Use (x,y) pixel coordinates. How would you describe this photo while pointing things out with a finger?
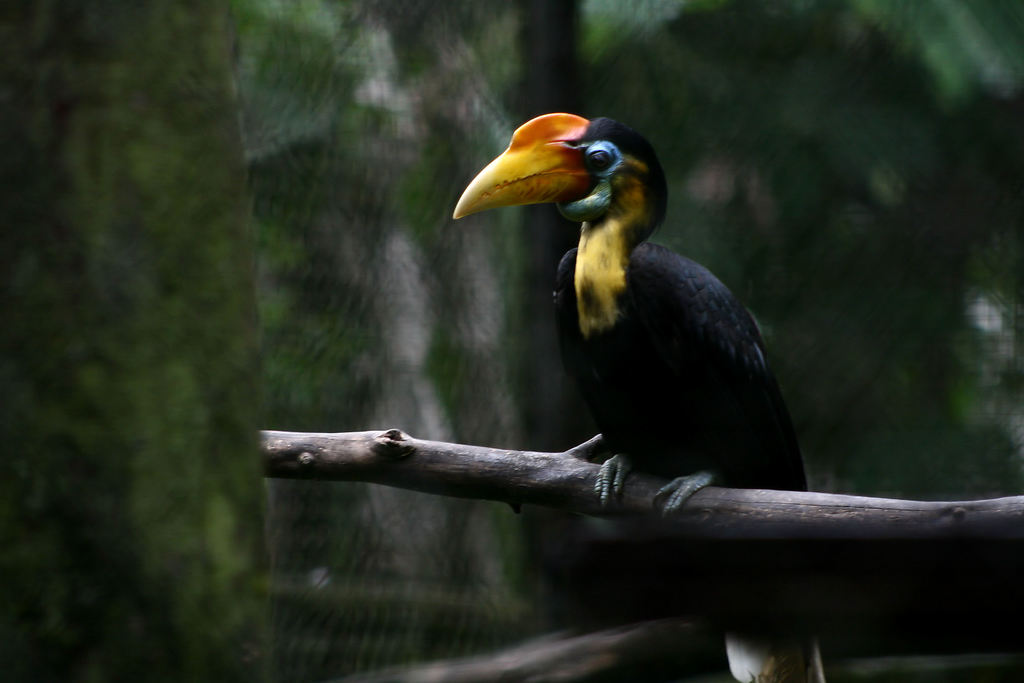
In the center of the image (602,365) we can see a bird (637,355) is present on the stick (540,479). In the background (507,210) the image is blur.
